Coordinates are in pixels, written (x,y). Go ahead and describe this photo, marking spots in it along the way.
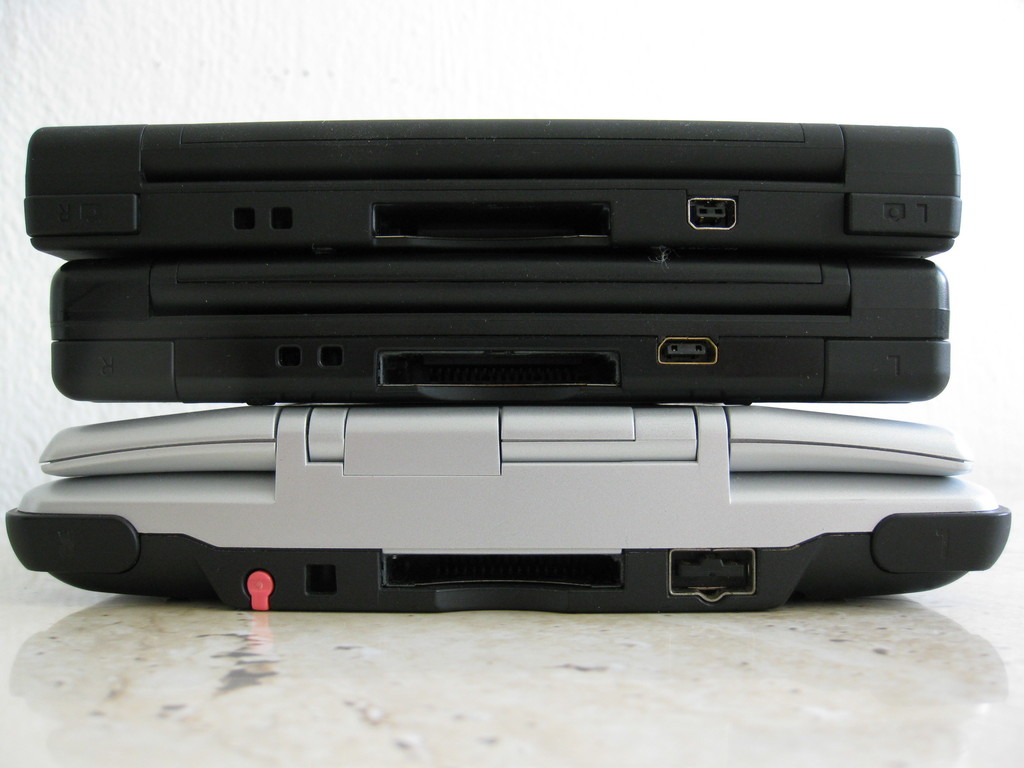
In this image I can see three game consoles (479,193) placed on a surface (528,697). In the background (356,78) there is a wall (275,67).
